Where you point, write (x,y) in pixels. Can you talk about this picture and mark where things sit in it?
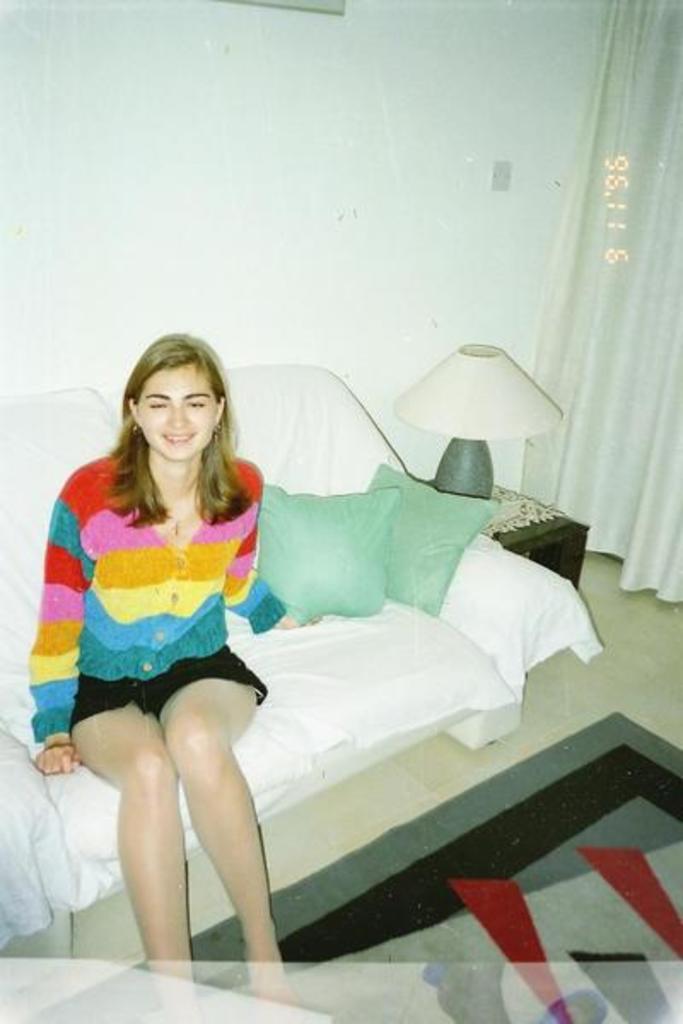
As we can see in the image there is a white color wall (429,152), curtain (658,368), lamp (509,382) and a woman (214,486) sitting on sofa (325,626).
